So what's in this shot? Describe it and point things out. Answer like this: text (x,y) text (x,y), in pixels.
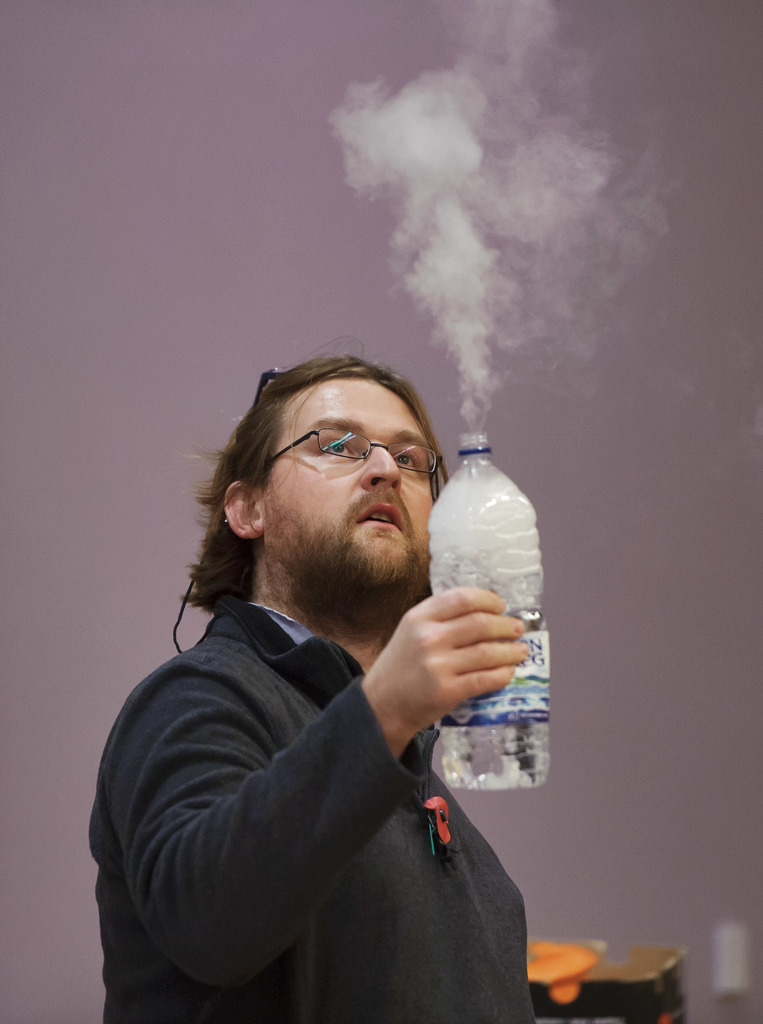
In this picture we can see man (240,759) wore spectacle (366,458) holding bottle (474,558) in his hand (393,674) and in background (463,795) we can see wall (570,889), table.
